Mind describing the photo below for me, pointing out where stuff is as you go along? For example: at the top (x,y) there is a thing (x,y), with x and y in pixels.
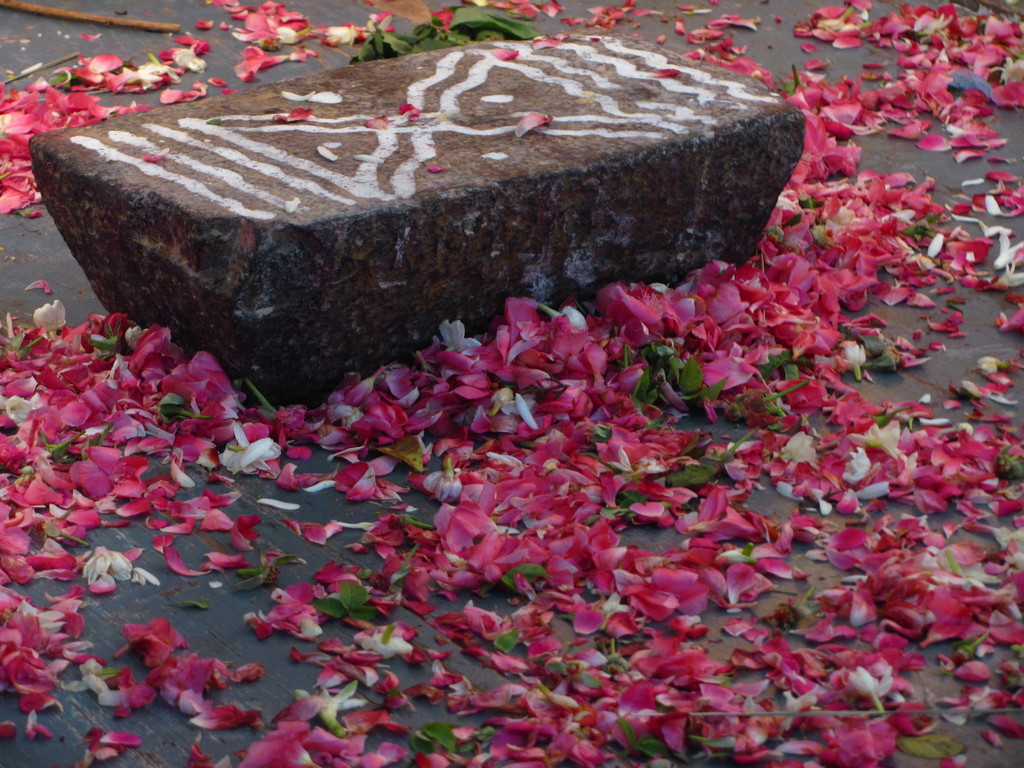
In this picture I can see a stone (425,210) with paintings (409,182) on it, and there are flower petals (489,540) and leaves (424,468) on the floor (438,502).
